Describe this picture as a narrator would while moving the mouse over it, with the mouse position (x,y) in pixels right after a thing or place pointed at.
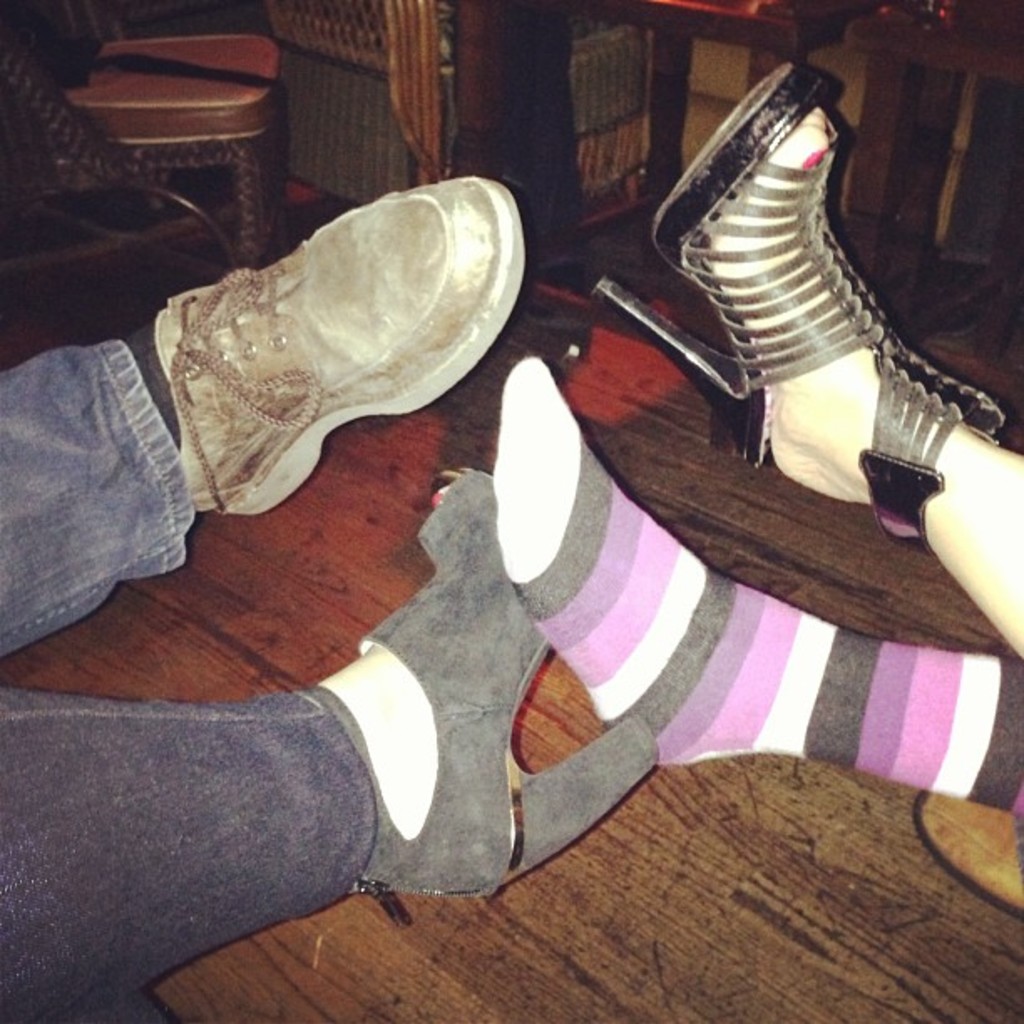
In this picture we can see persons legs (826,447), shoes (446,386), socks (654,522), and heels (484,699), chair (220,128), table (1004,41), floor (544,664) are present.
